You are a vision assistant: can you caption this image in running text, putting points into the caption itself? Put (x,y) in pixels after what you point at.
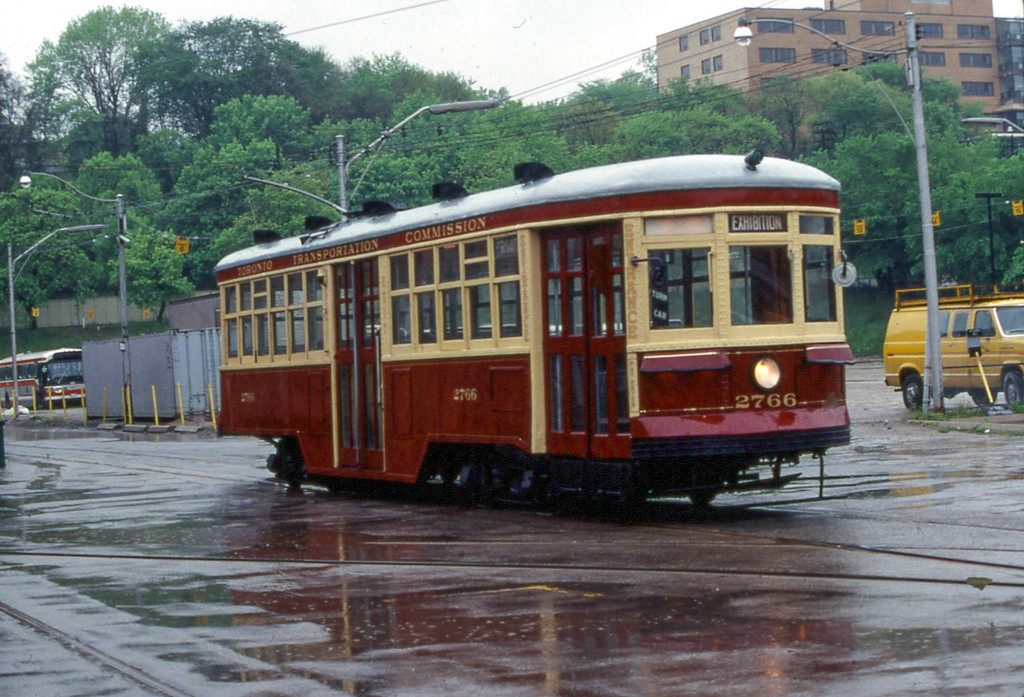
In this image we can see some vehicles (500,439) on the road (532,530). We can also see some divider poles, a metal container (104,382), street poles (911,85), the sign boards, wires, a group of trees (207,277), a building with windows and the sky (725,4) which looks cloudy. At the bottom of the image (475,647) we can see some water (130,437) on the road (39,431).
